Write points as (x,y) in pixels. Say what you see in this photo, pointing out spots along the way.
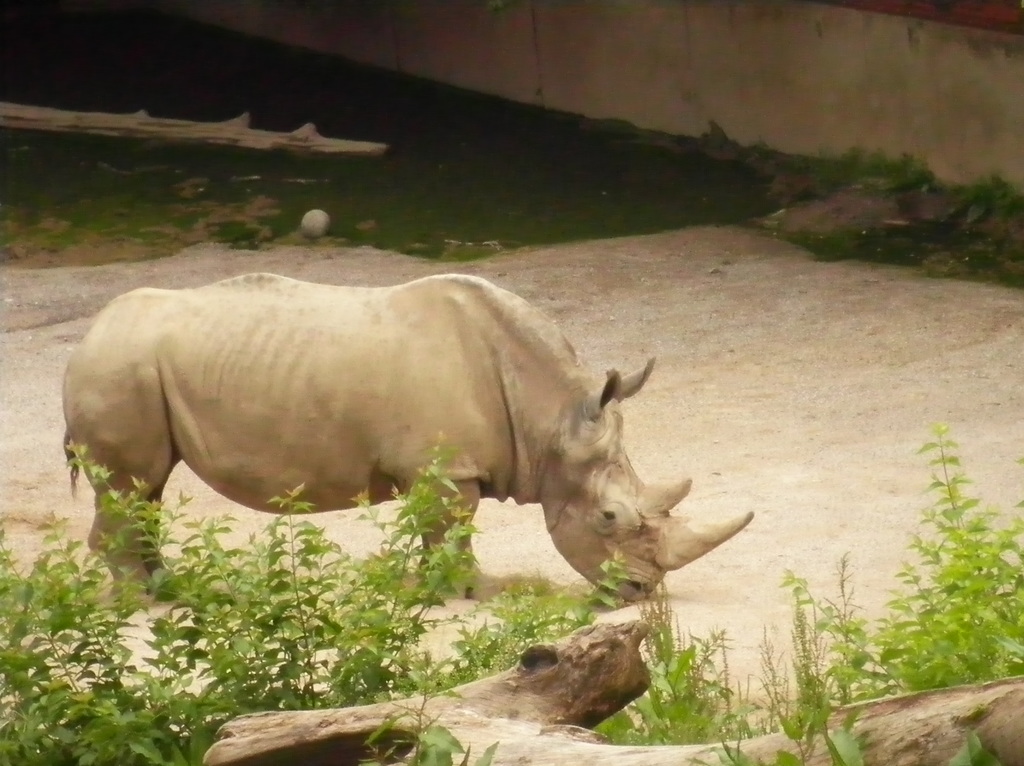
The rhinoceros (400,324) is highlighted in this picture. It is white color. Plants (1002,658) are in green color. This is wood (532,708).
